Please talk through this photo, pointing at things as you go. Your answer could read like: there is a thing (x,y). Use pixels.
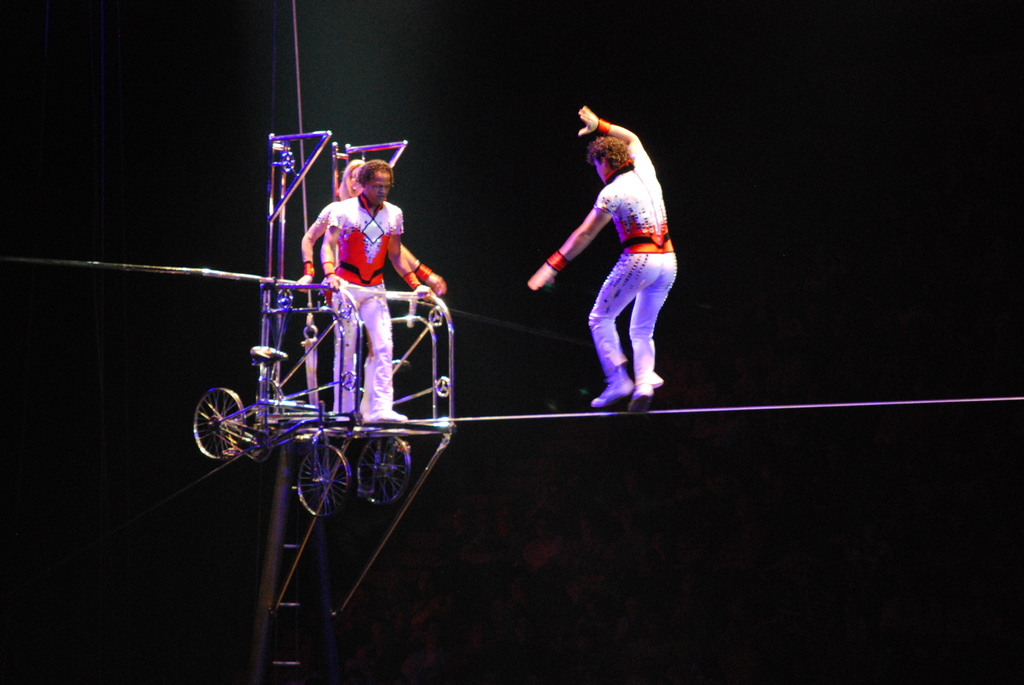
In this picture we can see two people (327,223) and a man (602,222) on a rope (481,418), wheels (216,404), rods (268,423) and some objects (267,358) and in the background (470,116) it is dark.
